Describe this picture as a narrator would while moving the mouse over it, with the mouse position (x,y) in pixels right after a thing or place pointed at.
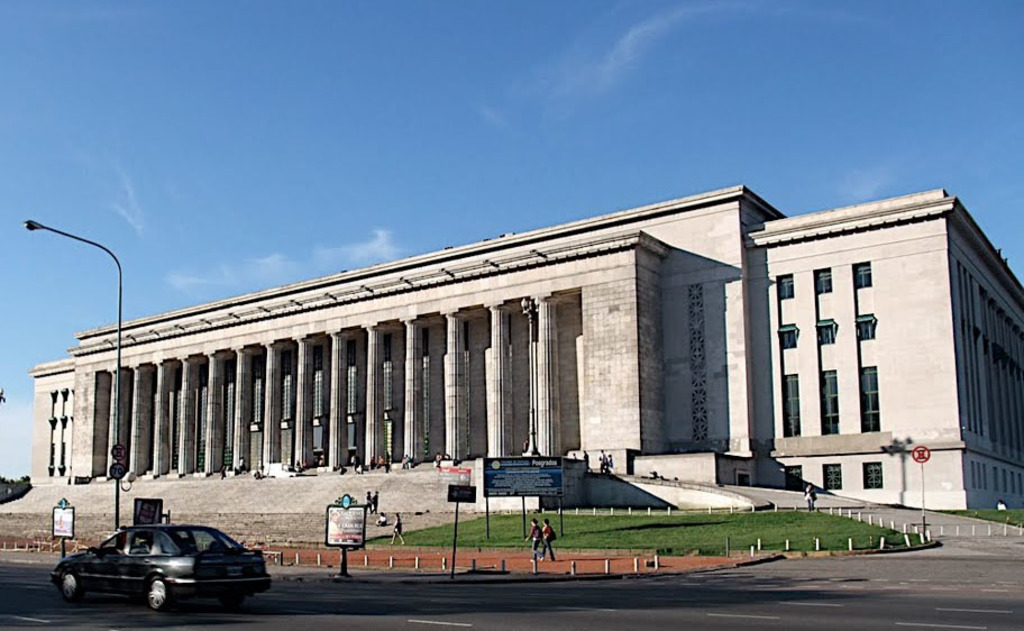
In this picture we can see the building (616,325). In the bottom left corner (193,585) there is a black car (186,560) which is running on the road (193,606), beside that we can see the street lights (115,521) & boards (71,535). At the bottom (546,535) there are two persons (533,535) were walking. Beside them we can see the board (556,492). Near to the pillars (159,451) we can see some people (385,466) were standing and sitting, beside them we can see the stairs (312,504). At the top (622,96) we can see sky (467,100) and clouds (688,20). On the right (701,35) we can see the sky (359,160) and clouds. On the left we can see the trees (16,481).
